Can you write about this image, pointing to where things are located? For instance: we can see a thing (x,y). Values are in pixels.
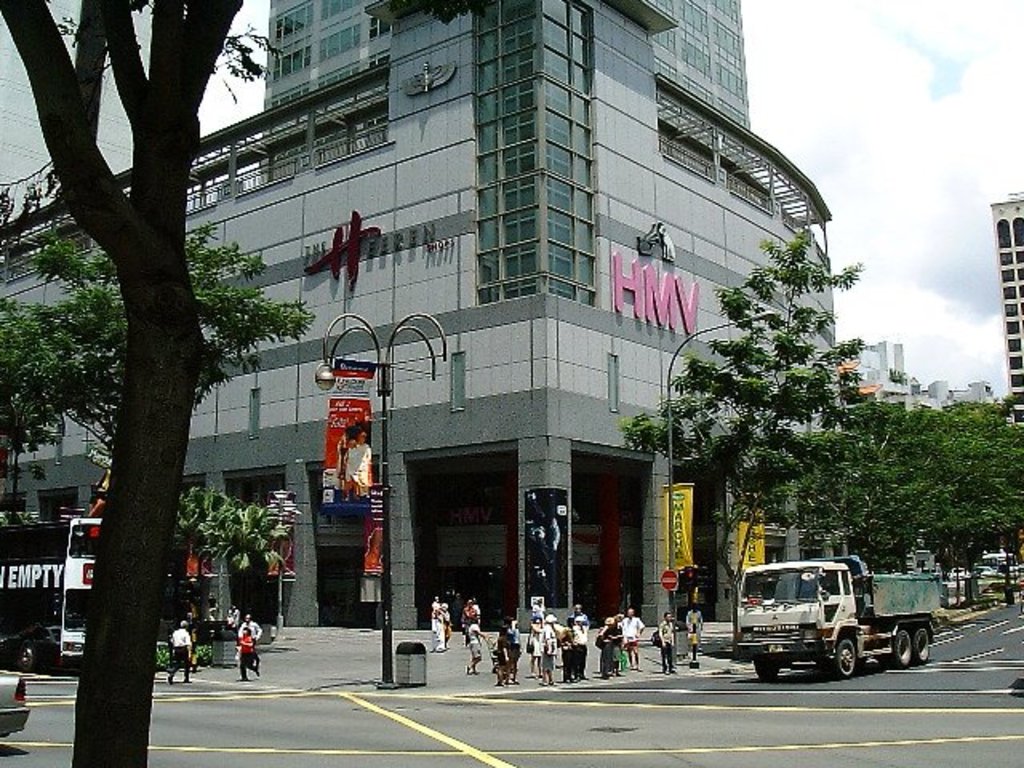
In this image we can see a few buildings (590,374), there are some trees (127,644), poles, vehicles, lights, people (475,643) and posters (381,564) with some text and images (372,552), also we can see the sky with clouds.
